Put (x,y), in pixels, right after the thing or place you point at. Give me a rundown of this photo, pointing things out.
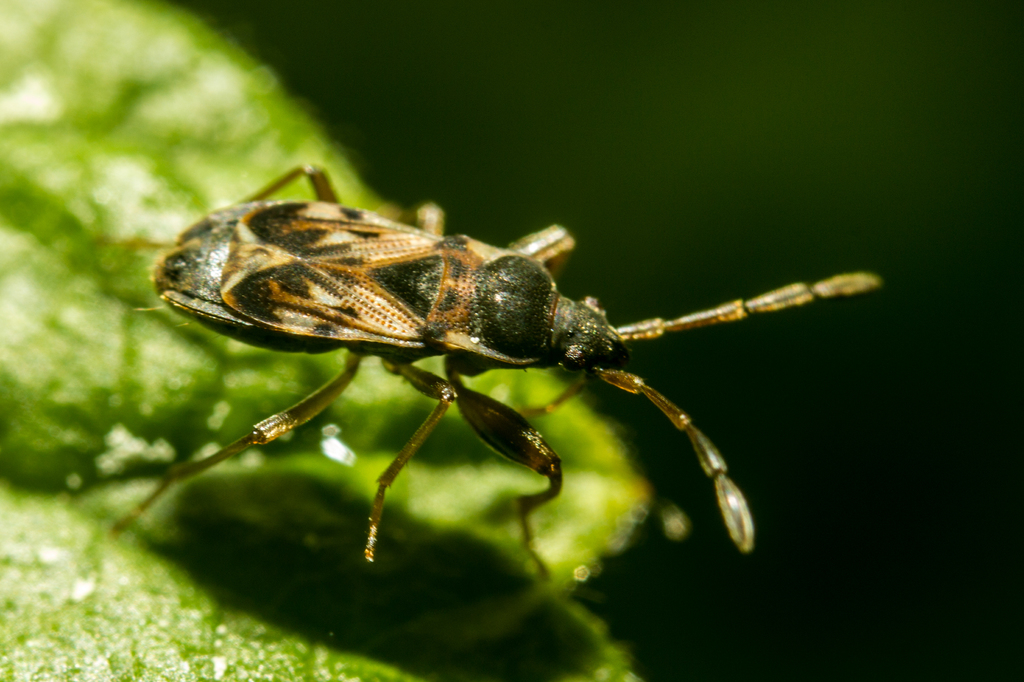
In this image we can see an insect (250,323) on the leaf (516,374), and the background (847,578) is blurred.
